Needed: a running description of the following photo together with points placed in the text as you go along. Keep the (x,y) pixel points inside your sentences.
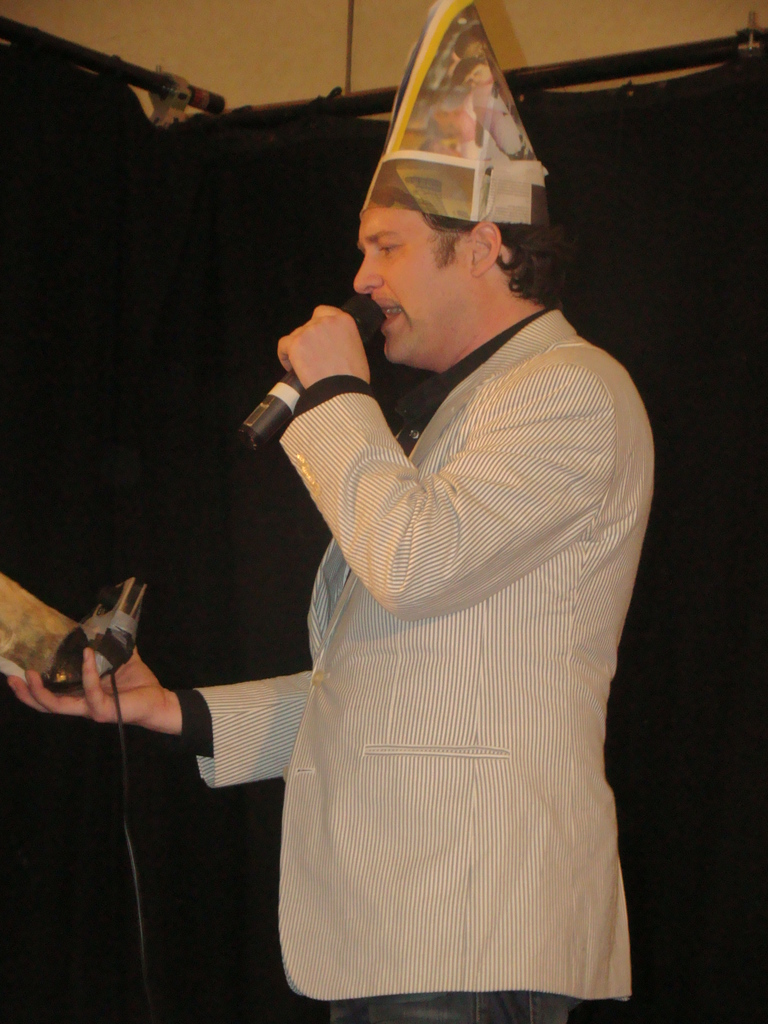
In this image we can see there is a man (422,405) standing holding a mike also there is a hat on his head (541,272).
